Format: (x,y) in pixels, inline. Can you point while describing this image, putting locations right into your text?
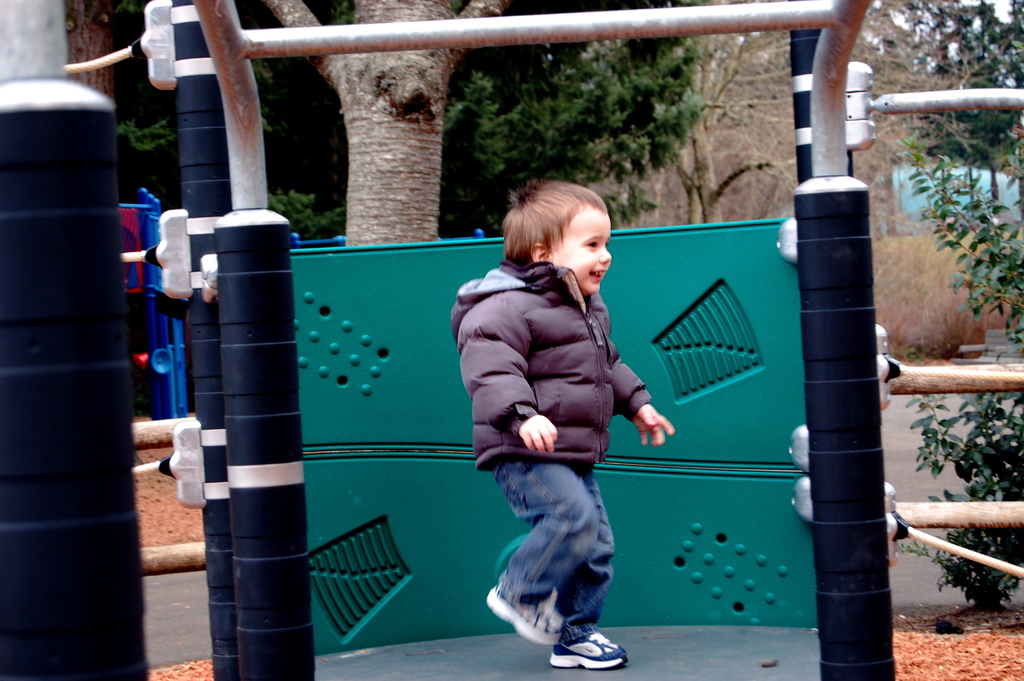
In this picture there is a kid (557,379) wearing black jacket (519,395) is standing and there are trees (662,58) in the background (981,132).
